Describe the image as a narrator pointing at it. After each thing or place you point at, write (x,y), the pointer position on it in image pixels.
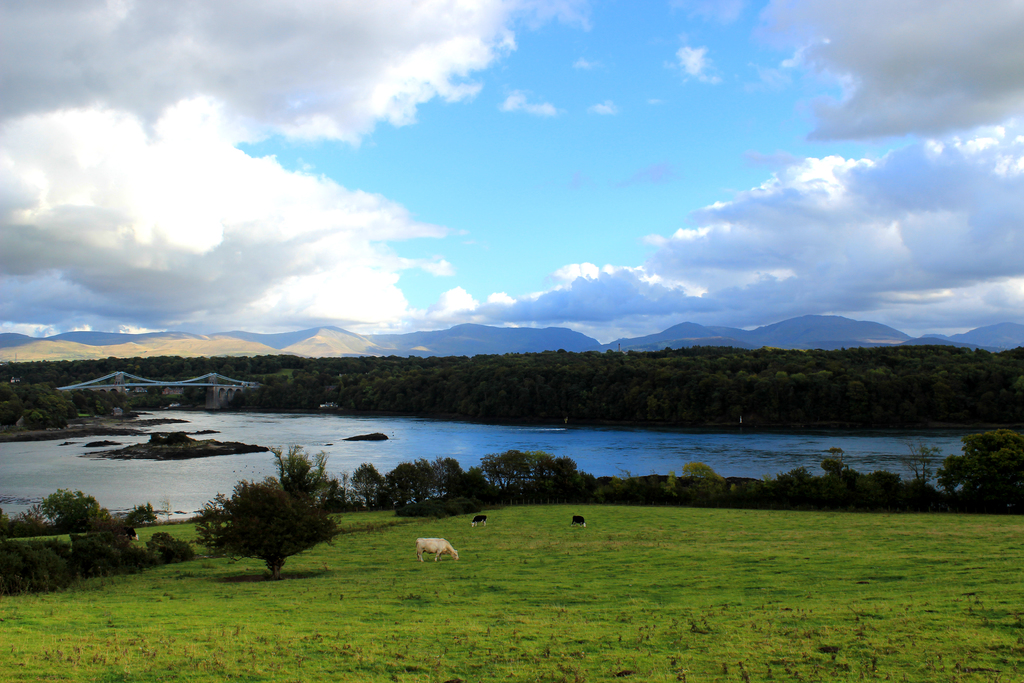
In this picture I can see water (378,426), trees (581,475) and animals (440,541) standing on the ground (494,561). In the background (458,306) I can see mountains (414,337) and the sky (463,287). Here I can see grass (702,626).
